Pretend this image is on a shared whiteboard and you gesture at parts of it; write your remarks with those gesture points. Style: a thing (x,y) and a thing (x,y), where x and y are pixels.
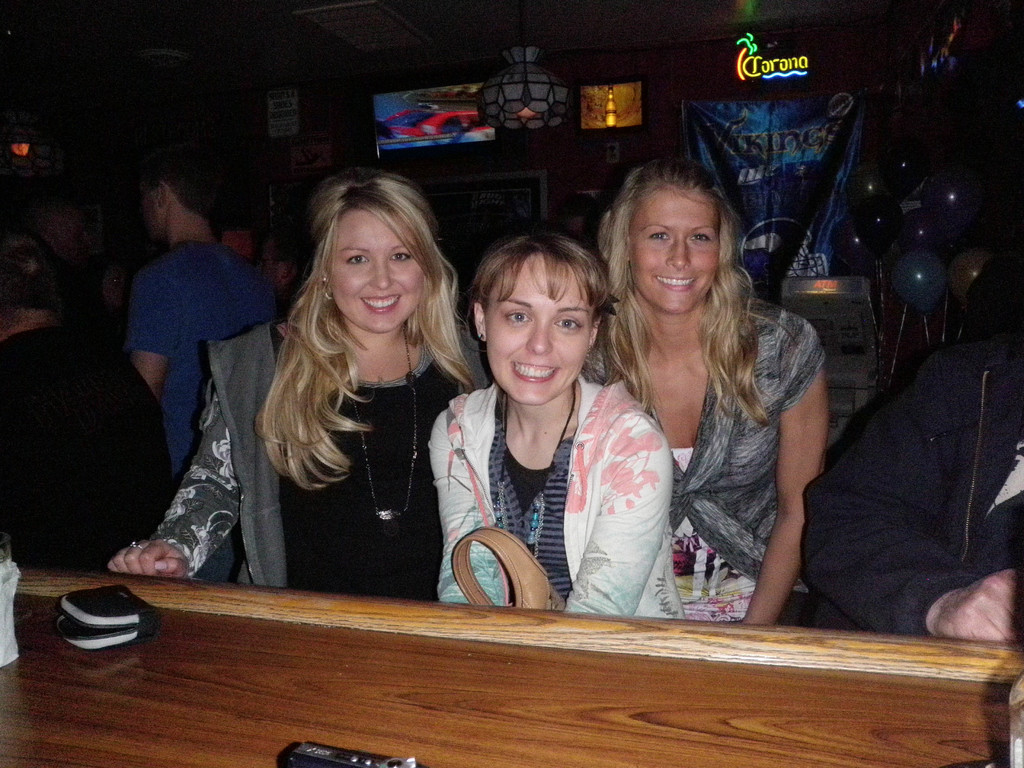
In this image there are people (455,466). At the bottom (958,704) there is a table (932,673) and we can see a wallet (114,625) and some objects (350,759) placed on the table (466,715). On the right (924,268) there are balloons (928,284). In the background (604,122) there is a screen (486,141) and a board (634,122). We can see lights (483,104).
